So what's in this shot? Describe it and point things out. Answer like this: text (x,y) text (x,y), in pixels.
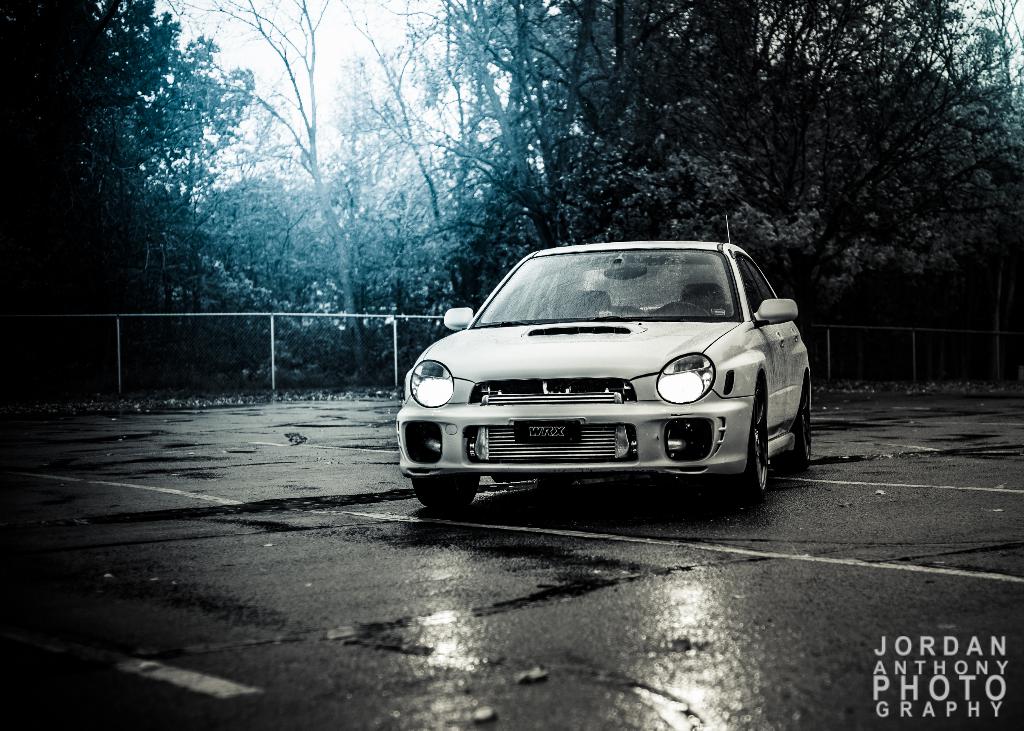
In this image we can see a car (568,404) on the road (627,645). In the background (322,272) we can see a fence (197,351), plants (411,298), trees (423,187), and sky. At the bottom of the image (941,638) we can see something is written on it.
